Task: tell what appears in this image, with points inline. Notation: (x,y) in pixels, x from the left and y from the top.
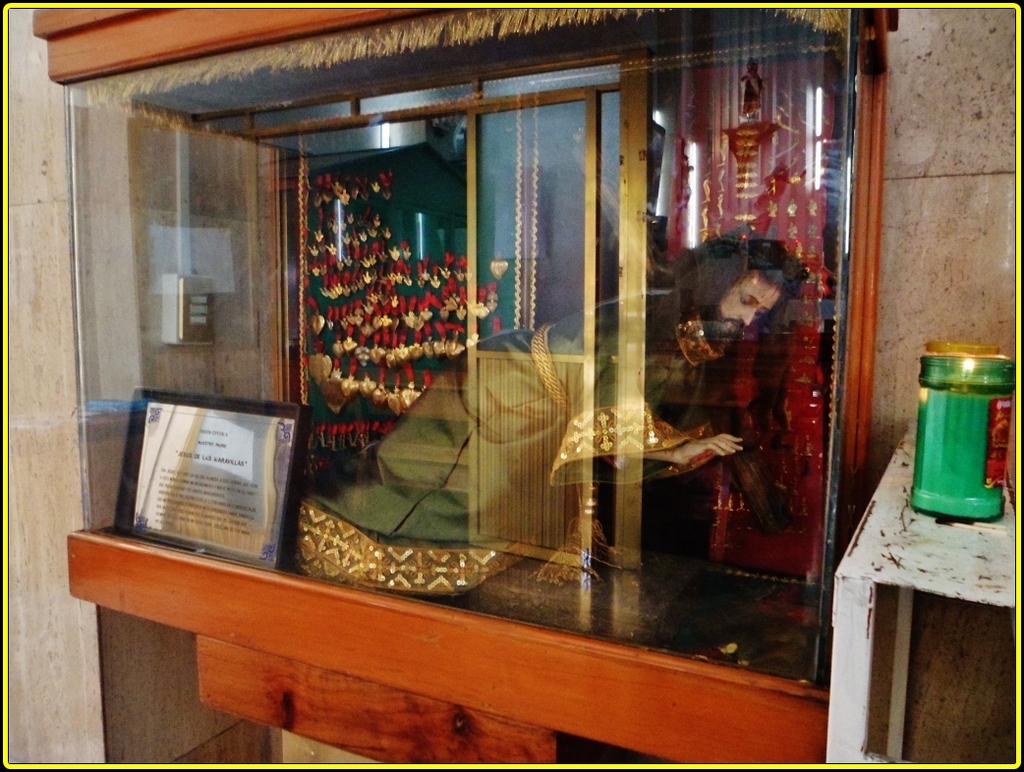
In this image we can see a statue (565,464) and a board (186,452) with text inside the box (219,43) and in the background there is a curtain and on the left side (176,298) there is an object (165,326) to the wall (96,395) and on the right side (861,575) there is a table (944,549) and an object (954,411) looks like a candle (967,406) on the table (932,565).
